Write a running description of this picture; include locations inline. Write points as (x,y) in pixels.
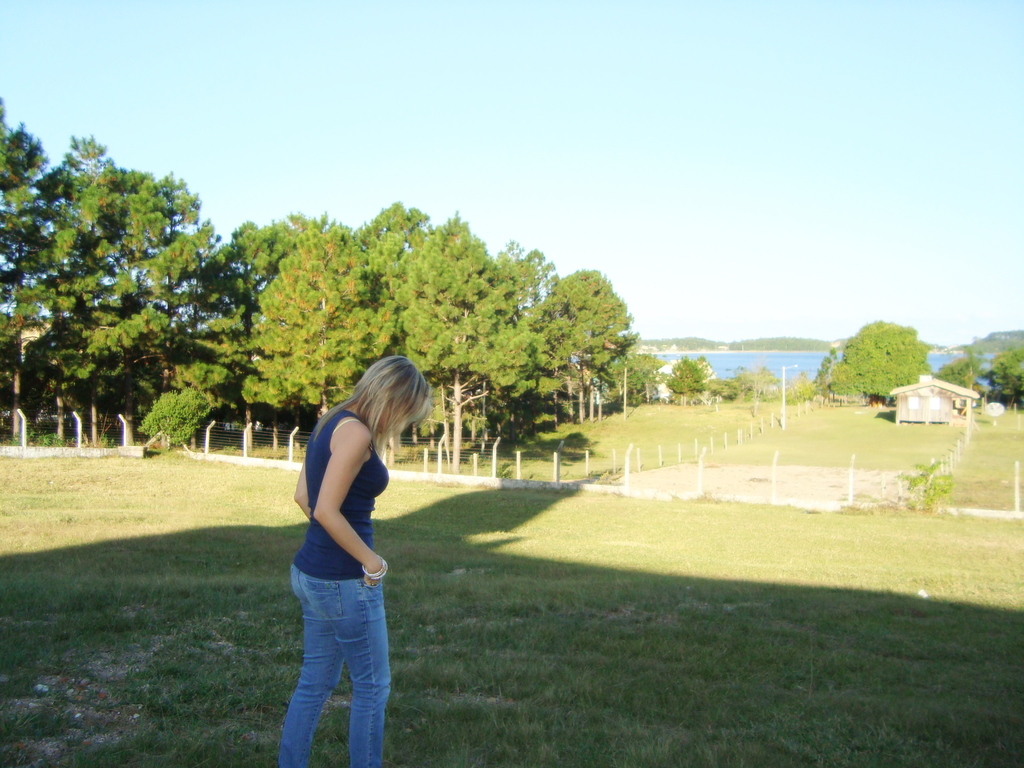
in this image we can see one woman (349,495). And we can see the grass (863,678). And we can see some shadow (502,602). And the right side, we can see the house (965,408). And we can see trees (331,303). And we can see the lake (782,360). And in the background (768,140) we can see the sky (741,331). We can see hills (801,343).
